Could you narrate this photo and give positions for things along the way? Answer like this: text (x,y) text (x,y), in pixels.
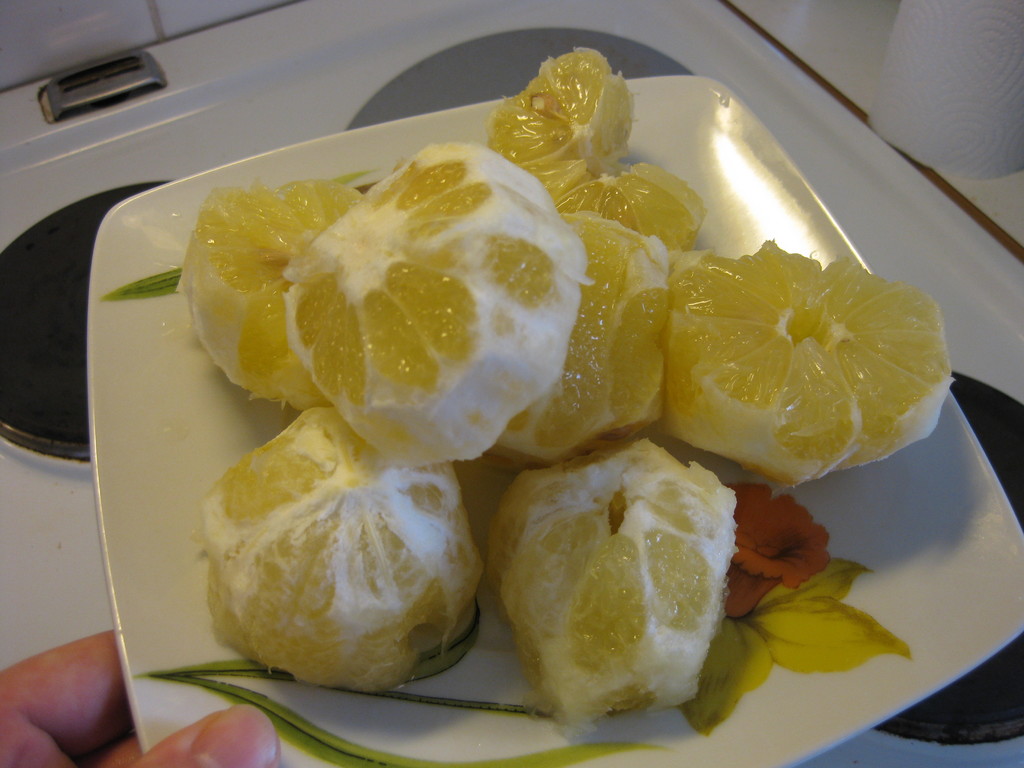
In the image there is a hand (23,720) with a white plate (742,552) with sweet lemons (431,501). Below the plate (136,691) there is a white background (6,195).
